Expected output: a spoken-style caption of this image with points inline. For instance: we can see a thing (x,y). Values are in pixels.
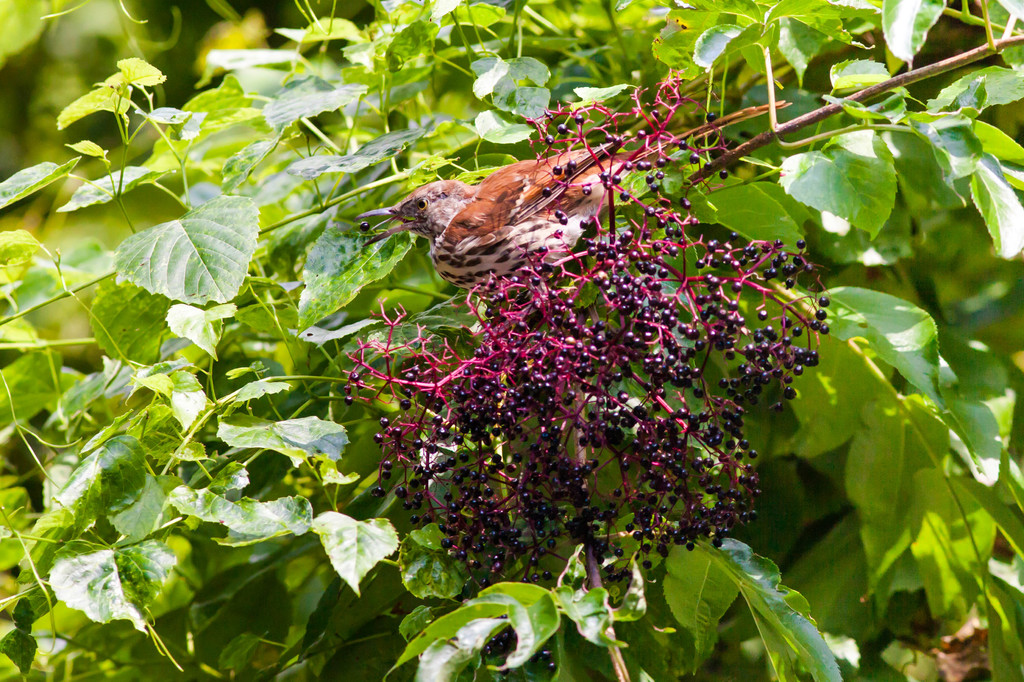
In this picture there a bird (610,170) and we can see berries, branches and leaves (123,440).
